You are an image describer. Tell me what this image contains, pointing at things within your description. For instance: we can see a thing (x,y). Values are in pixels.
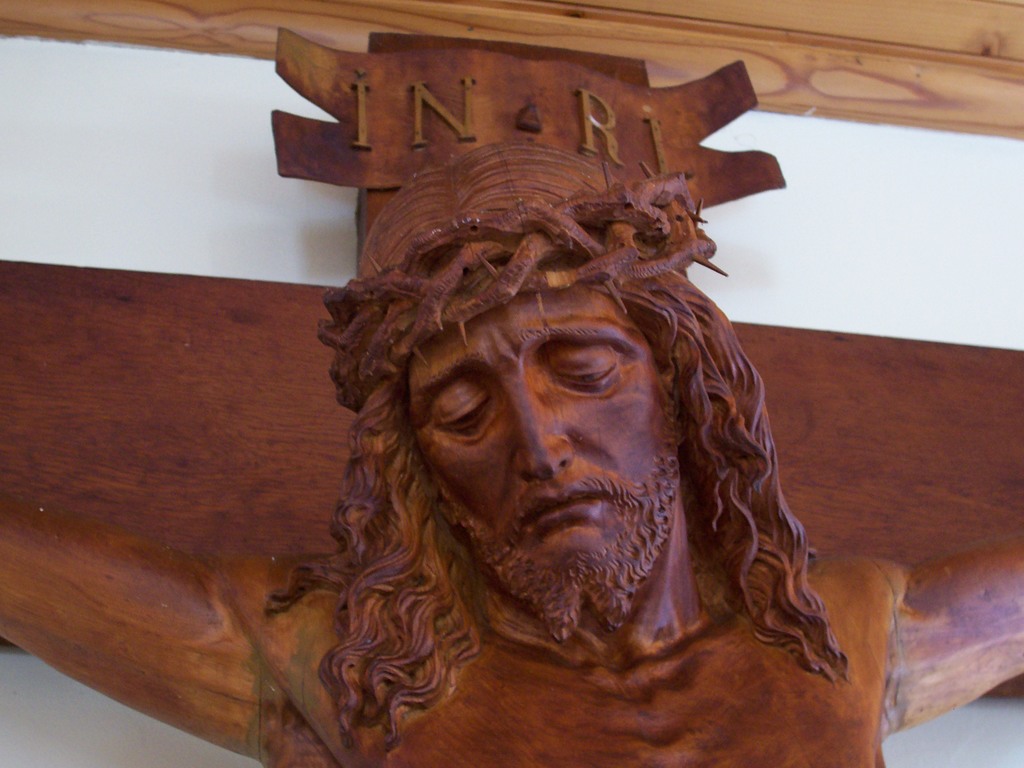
In this image we can see a wooden statue (617,502) on the wall (48,189).
